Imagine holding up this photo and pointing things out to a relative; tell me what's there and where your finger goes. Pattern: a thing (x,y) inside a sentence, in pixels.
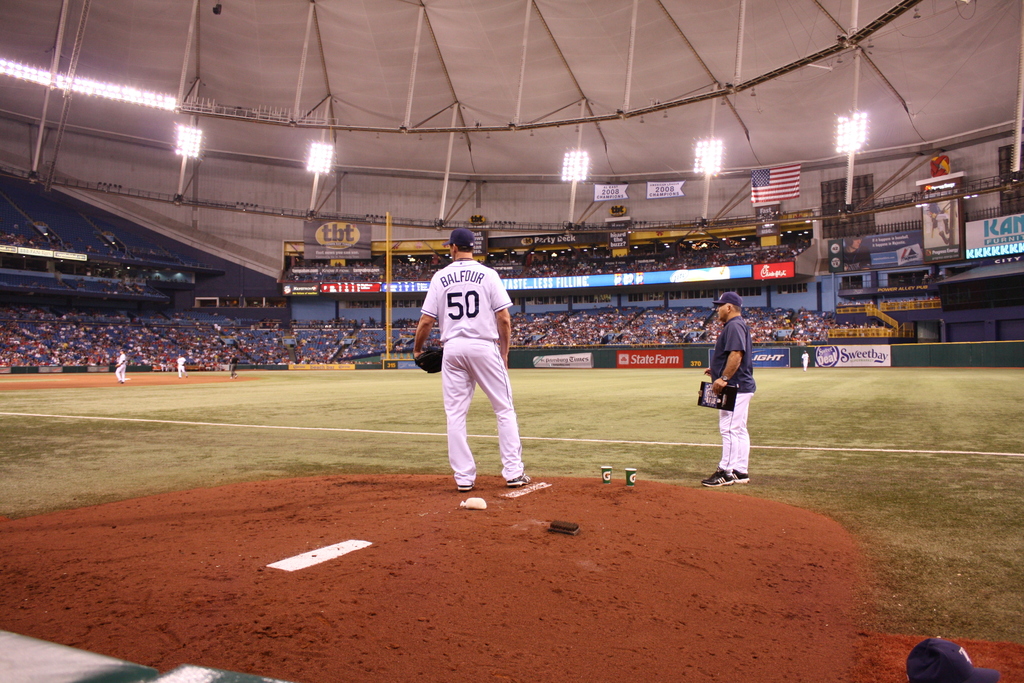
This is an inside view of a stadium (413,572). In the middle of the image (478,319) there are two men (491,280) standing and looking at the left side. On the left side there are few persons (124,365) running on the ground (185,394). In the background (105,334), I can see a crowd of people (96,346) in the stadium (212,350). On the right side (898,242) there are few boards (929,248) on which, I can see the text (886,247). At the top (186,133) there are few lights (198,140) attached to the metal rods (711,126).
